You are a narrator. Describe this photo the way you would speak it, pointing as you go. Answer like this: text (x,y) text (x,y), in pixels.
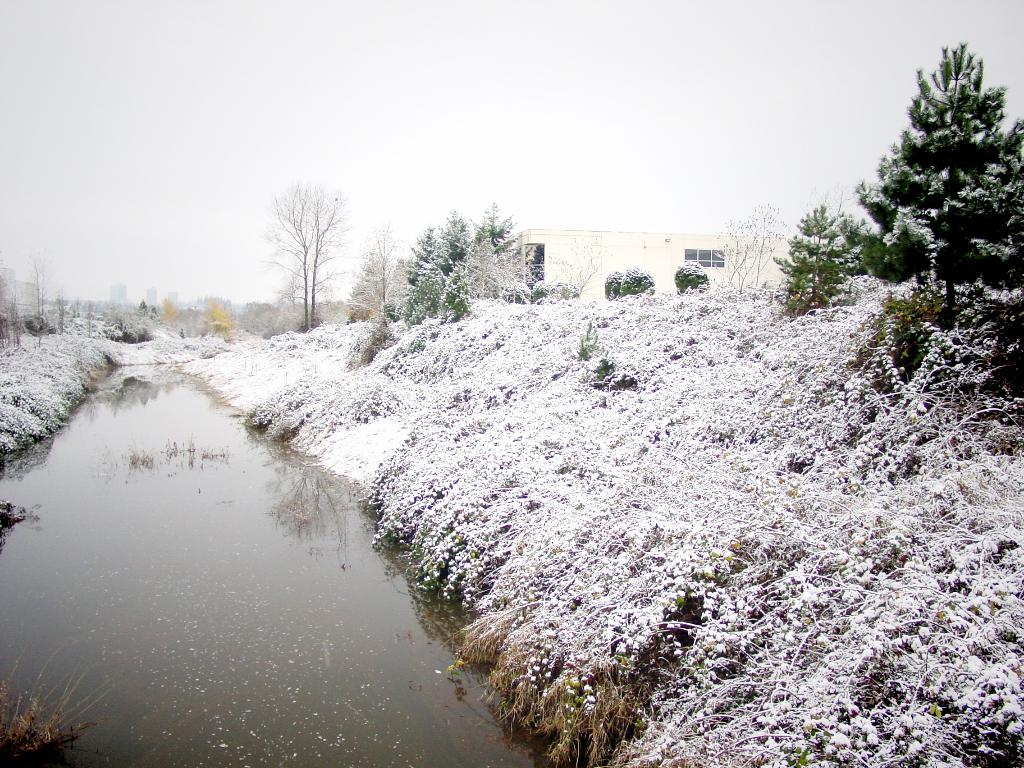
In this picture we can see water (213,540), snow (190,353), trees (510,291) and building (578,272). Behind the building (644,260) there is a sky (78,21).
